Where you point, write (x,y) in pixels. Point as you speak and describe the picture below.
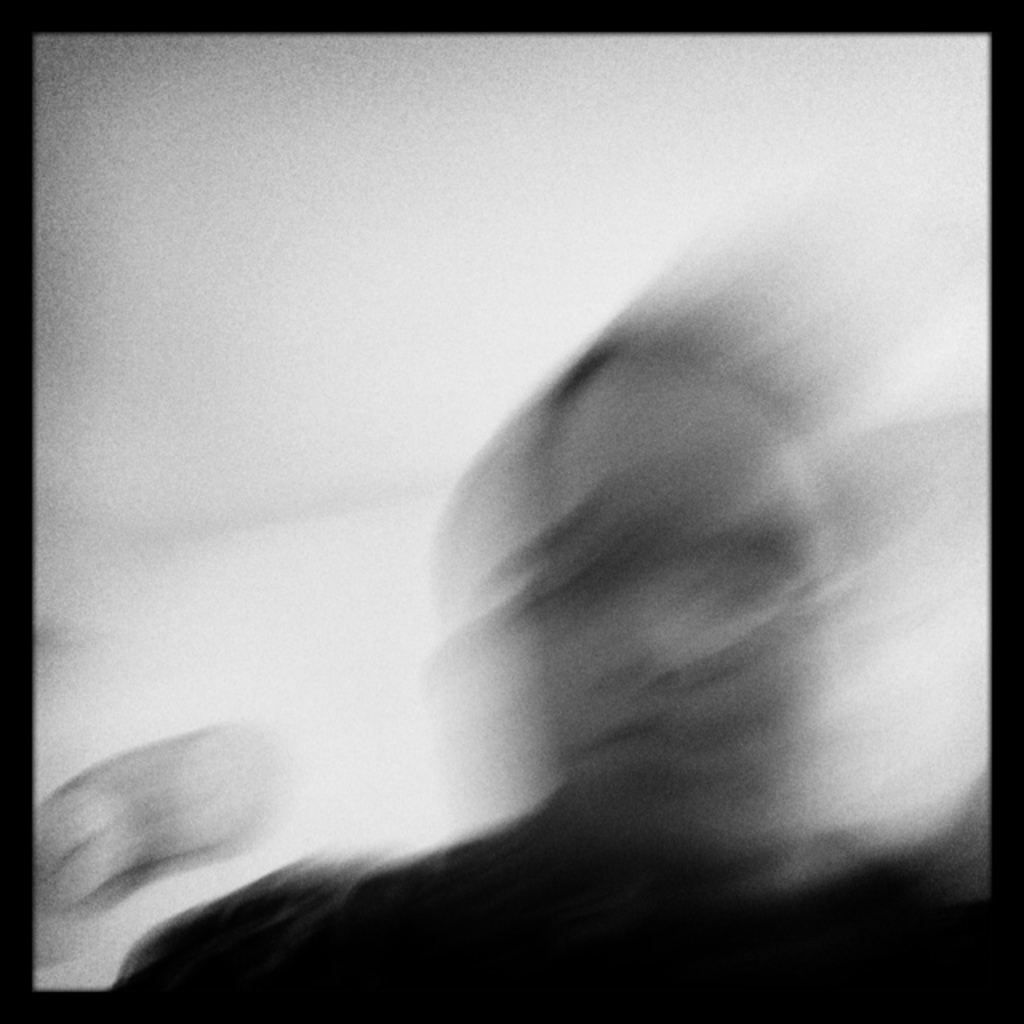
In this image I can see a person (806,864) and the image is in black and white.
